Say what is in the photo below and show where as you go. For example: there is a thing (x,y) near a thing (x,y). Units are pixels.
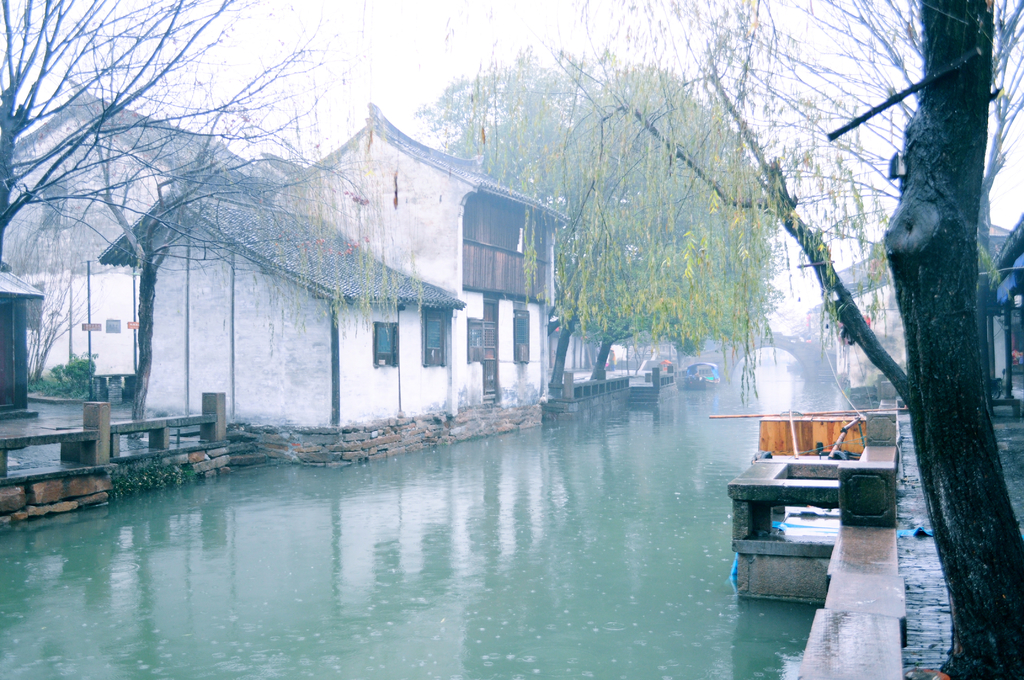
In the picture we can see a canal (527,492) and beside it we can see a path (915,575) with some houses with windows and beside it we can see some trees (484,129) and far away from it we can see a boat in the canal (628,482) and on the other side of the canal (649,487) we can see some houses (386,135), trees (982,411).
